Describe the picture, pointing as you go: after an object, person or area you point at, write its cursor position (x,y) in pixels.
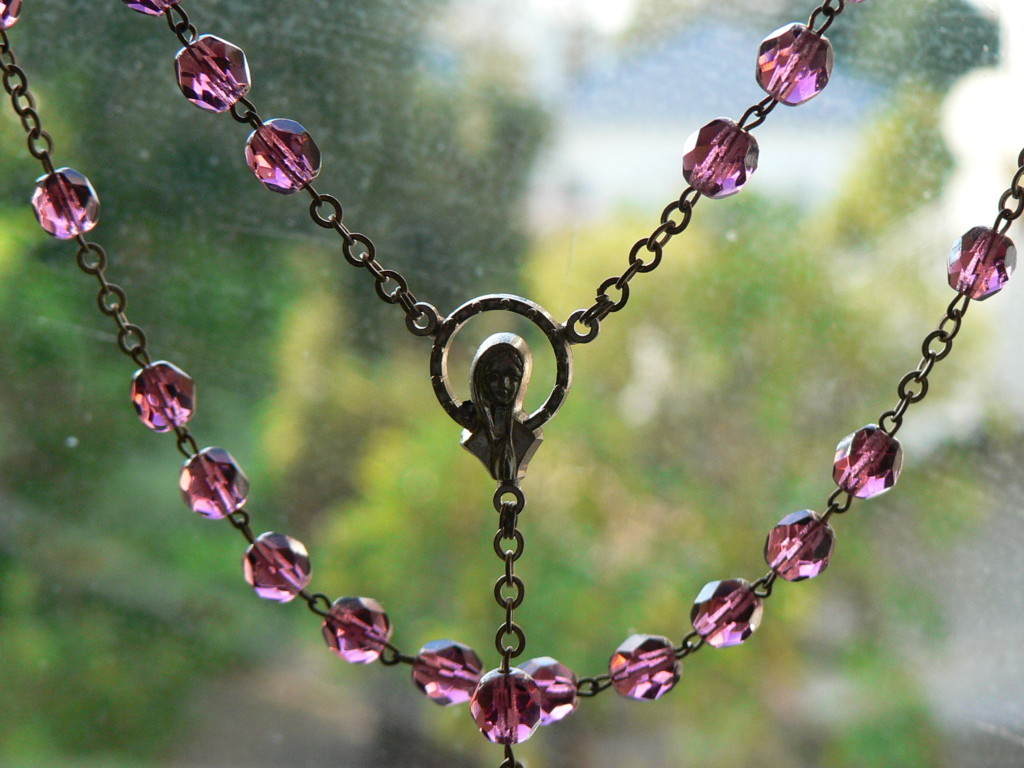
It looks like a chain (506,490). In the middle (503,424) it is a locket (496,462) of a human shaped.
